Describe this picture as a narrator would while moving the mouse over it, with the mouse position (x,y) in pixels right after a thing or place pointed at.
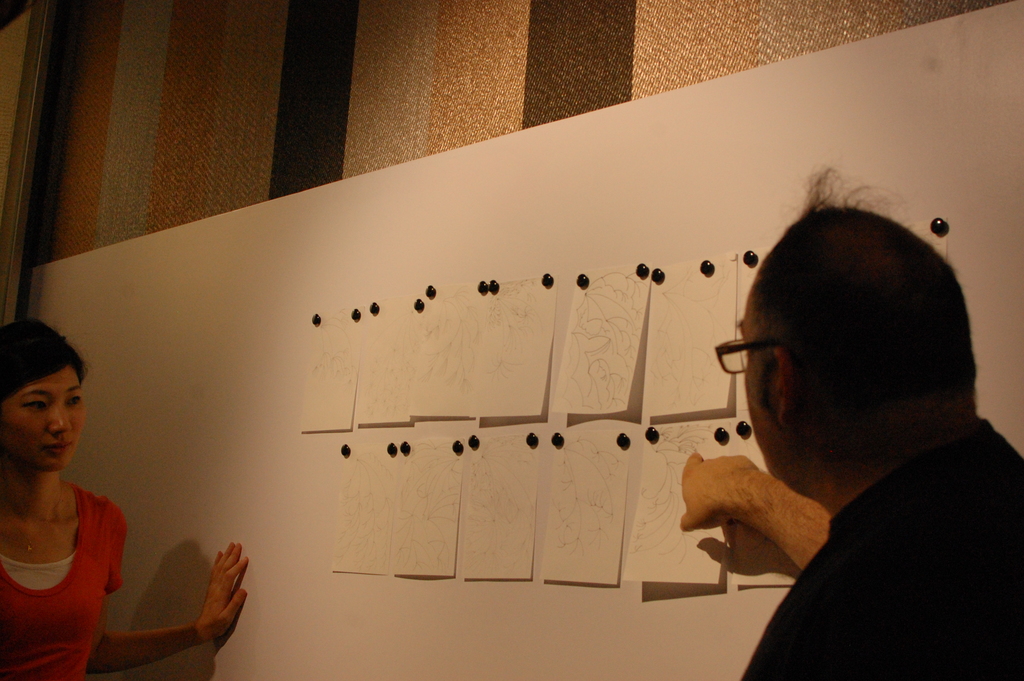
In this image we can see there is a man (843,474) and a girl (88,499) looking to the papers (430,370) which are attached to the board (621,236). In the background (400,64) there is a wall (474,91).
